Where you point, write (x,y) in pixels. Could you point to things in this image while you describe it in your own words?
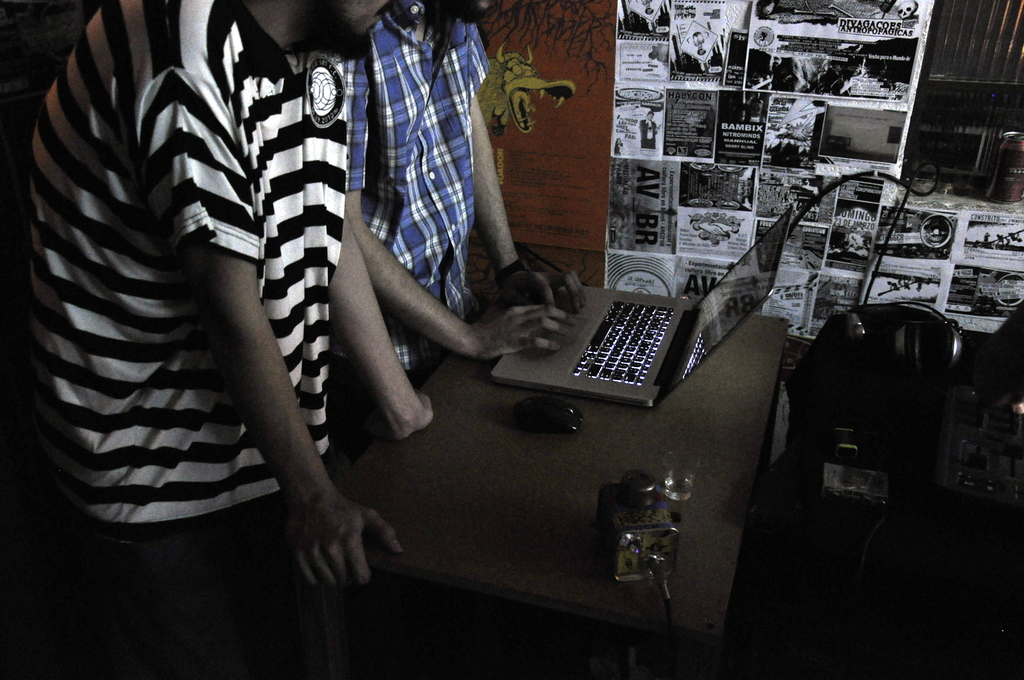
In this image I see 2 men (517,288), who are standing and there is a table (456,443) in front of them. On the table (614,418) I see a laptop (599,392) and a mouse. Beside them I see a wall (522,127) and there are lot of papers (674,207) on it.
